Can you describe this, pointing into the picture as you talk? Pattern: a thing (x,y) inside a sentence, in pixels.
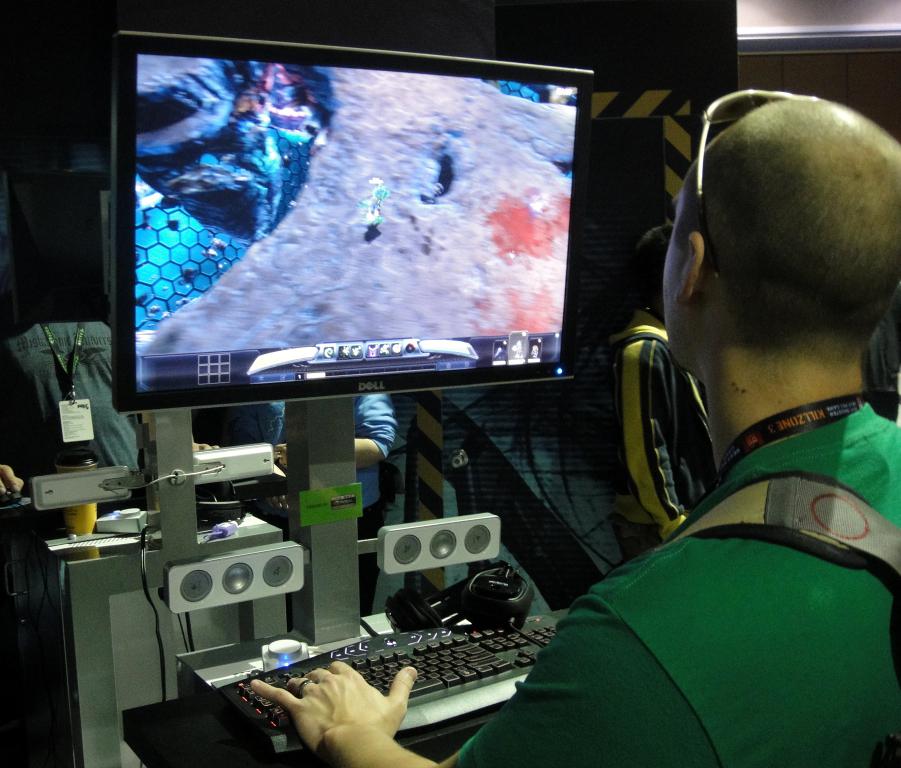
In this picture, we see the man (783,378) in the green T-shirt (739,599) is sitting. He is playing the video games (180,58). In front of him, we see a monitor (270,205), keyboard (460,671), speakers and a headset (503,576). Behind that, we see two men (111,406) are standing. In front of them, we see the keyboards (1,505) and some other objects (142,536). In the background (407,415), we see a wall (571,434) and a jacket (619,406). In the background (620,159), it is black in color and this picture might be clicked in the dark.
